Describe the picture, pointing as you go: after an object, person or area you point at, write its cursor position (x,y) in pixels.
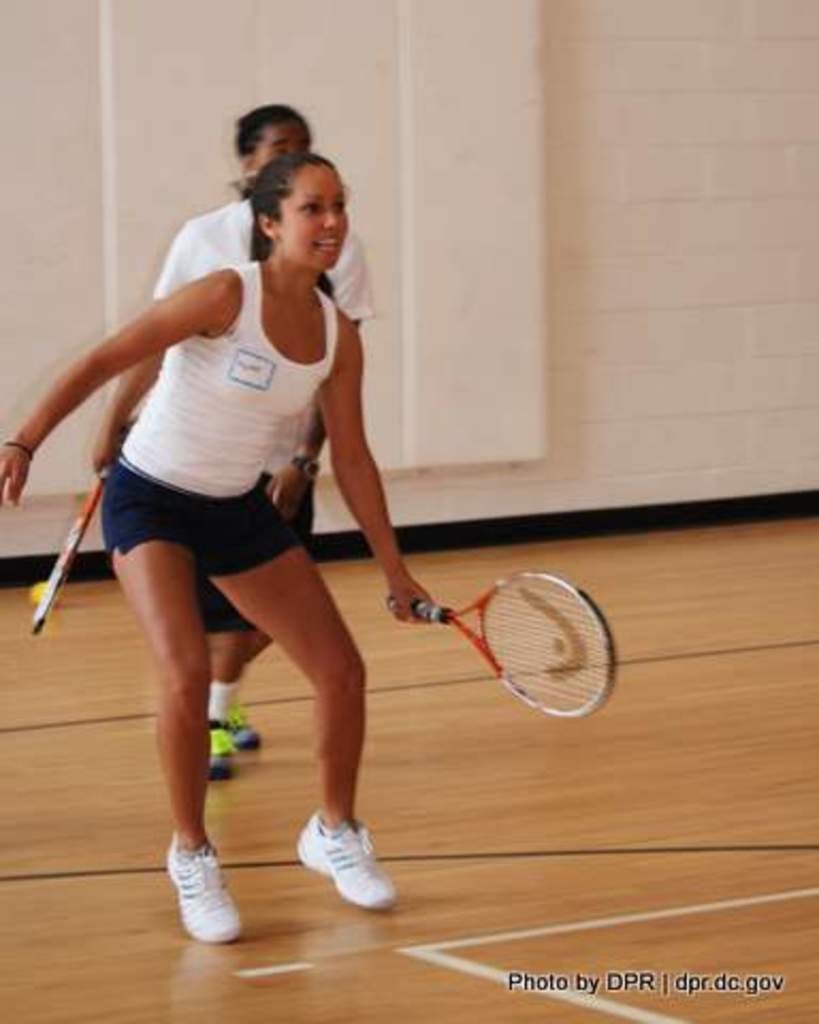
This image is clicked in a tennis court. There are two women (113,410) in this image. In the front (248,441), the woman (286,212) is holding a tennis racket (584,619) and wearing a white shirt (266,434). In the background (532,125) there is a wall (380,108) in white color.
